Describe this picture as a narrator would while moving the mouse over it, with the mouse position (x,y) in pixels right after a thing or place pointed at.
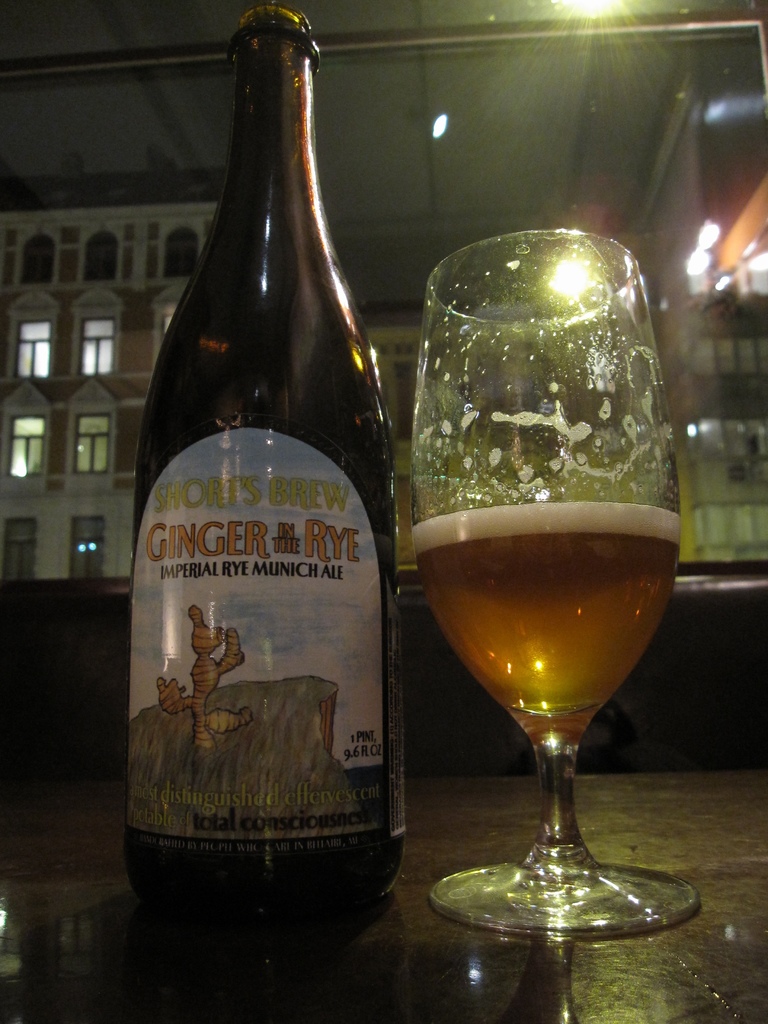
This picture shows a bottle (368,551) and a wine glass (581,676) on the table (712,1002) and we see couple of buildings (51,216).
